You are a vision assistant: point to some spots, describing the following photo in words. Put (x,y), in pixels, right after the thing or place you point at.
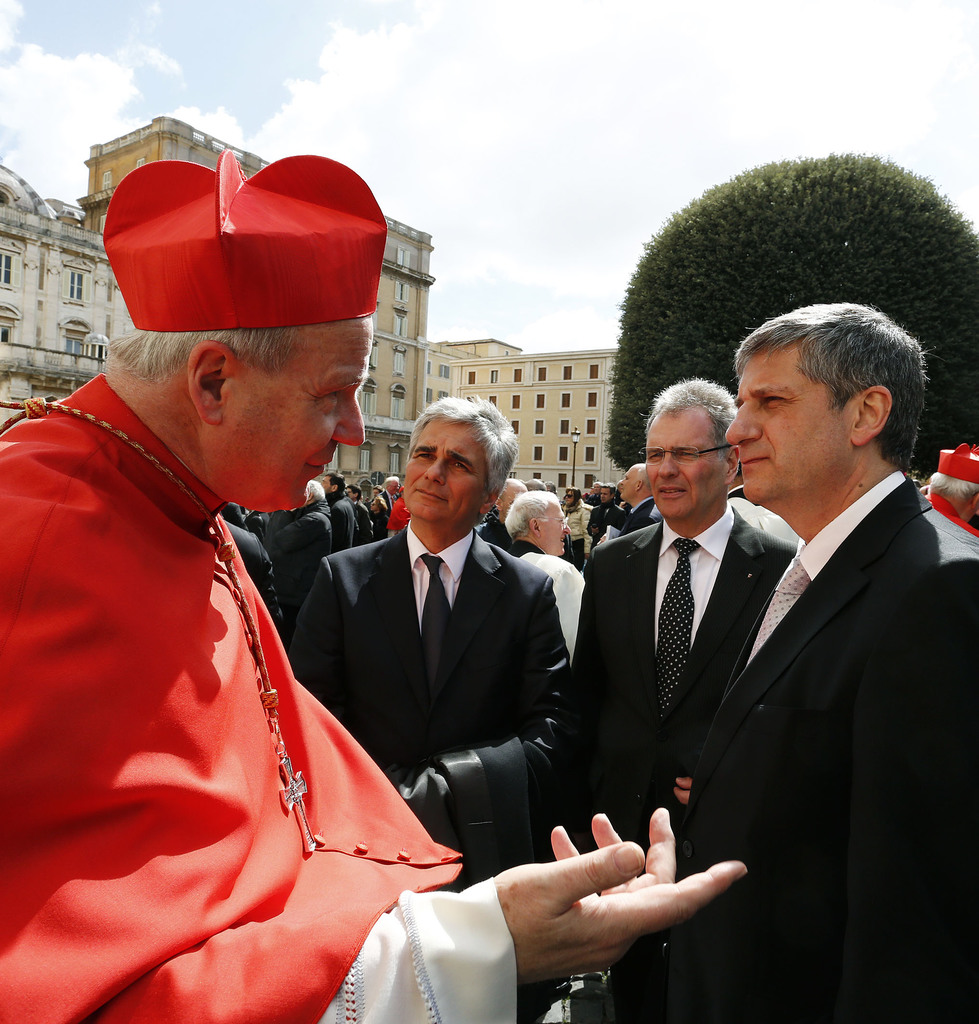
This image consists of many persons (303,801) standing on the road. On the left (157,614), the man (175,673) is wearing a red cap (183,232) and a red clothes (169,837). In the background (970,256), we can see a building (48,287) and a tree (912,215). At the top (449,67), there are clouds (522,138) in the sky (131,20). There is a huge crowd (430,628) in this image.
